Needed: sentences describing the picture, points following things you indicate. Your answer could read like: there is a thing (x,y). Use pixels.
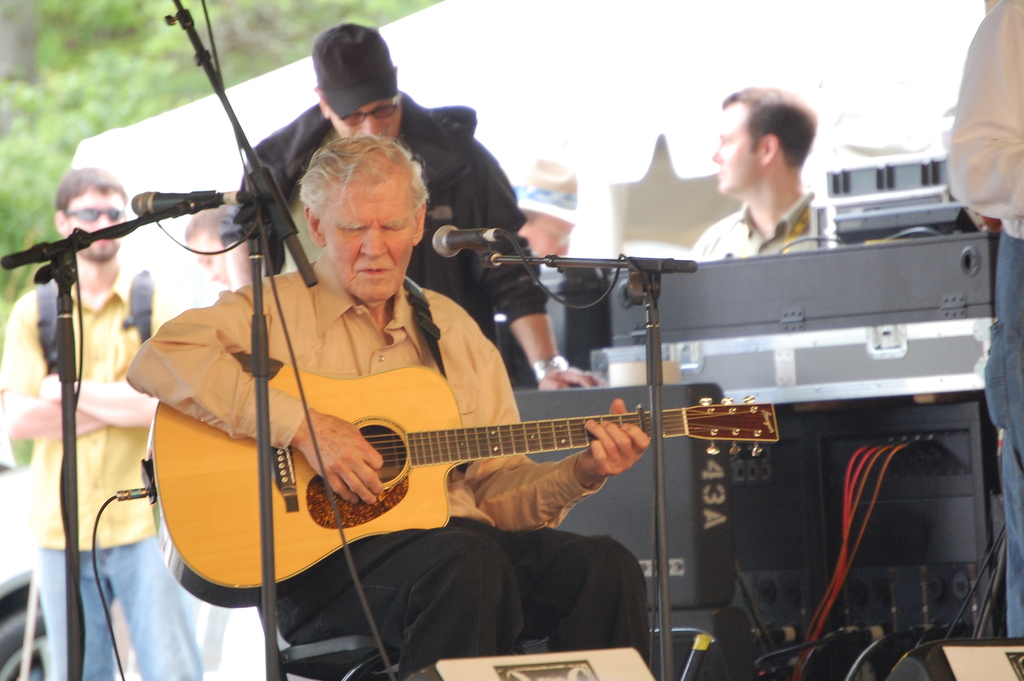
In this picture there is a guy (275,427) who is sitting on the chair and playing some musical instrument (407,445) and behind there are some other people (530,203) who are standing.
